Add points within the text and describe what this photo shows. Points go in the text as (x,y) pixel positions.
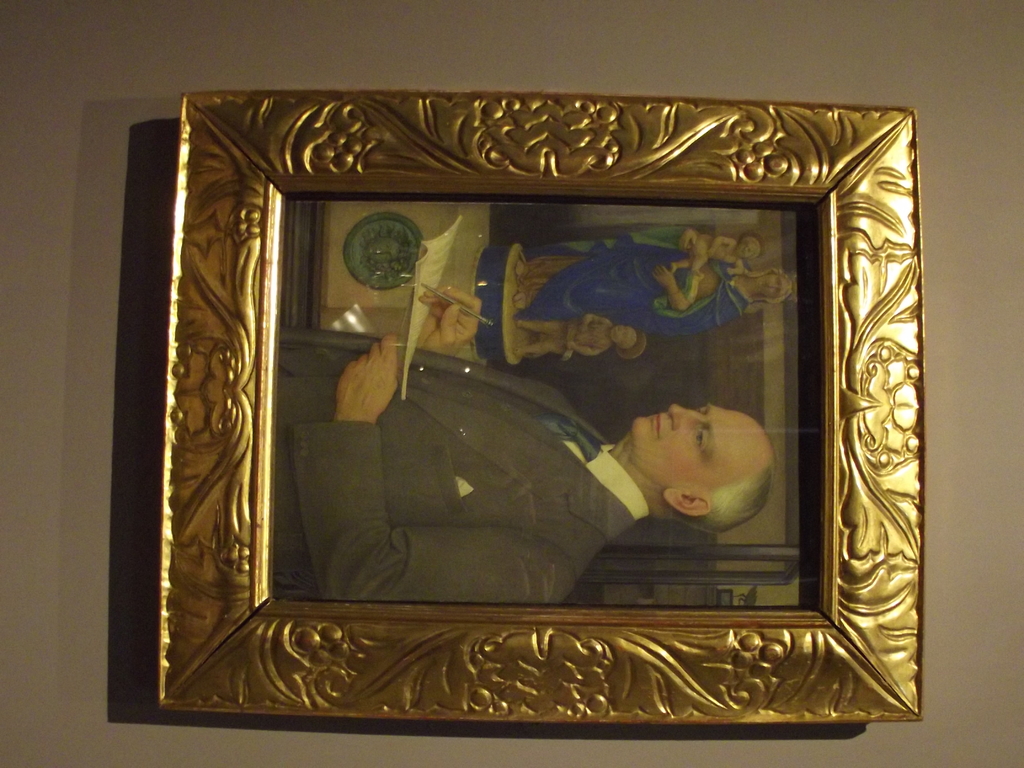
Here we can see a frame (479,621). On this frame (395,610) we can see a man (570,415) and he is writing on the book (441,276).
